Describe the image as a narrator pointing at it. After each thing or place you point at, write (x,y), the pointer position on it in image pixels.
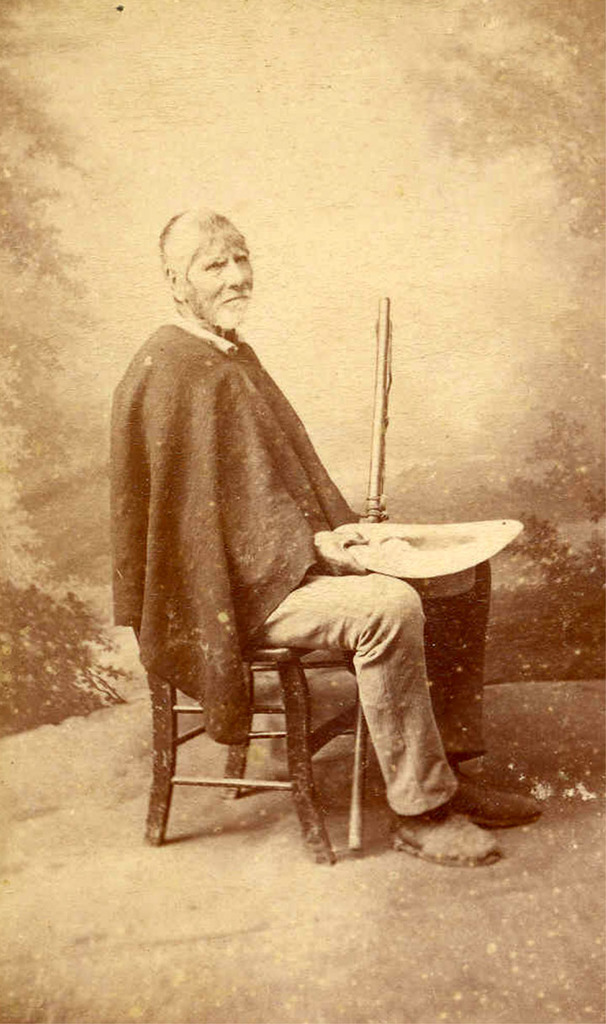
In this image, we can see a photo (486,553), in that photo (232,807), there is a man (190,663) sitting on a chair (309,786) and he is holding a stick (378,369).
